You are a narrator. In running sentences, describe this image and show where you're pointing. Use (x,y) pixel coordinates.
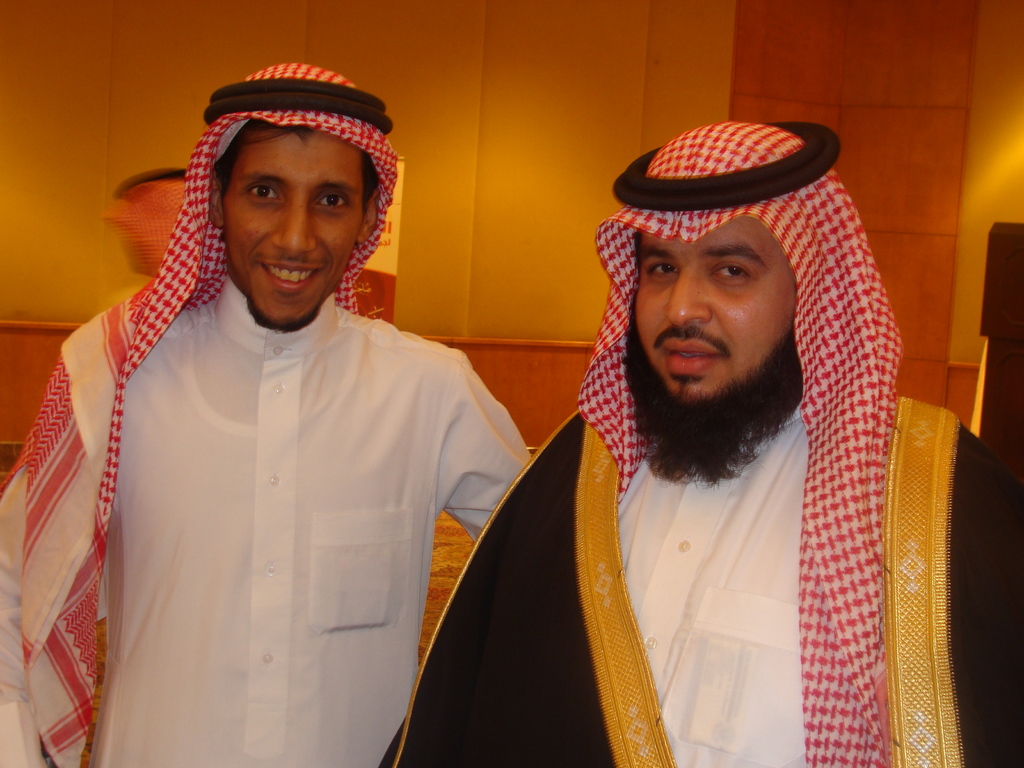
In this image in front (276,550) there are two persons (479,478). Behind them there is a wall (536,148).
